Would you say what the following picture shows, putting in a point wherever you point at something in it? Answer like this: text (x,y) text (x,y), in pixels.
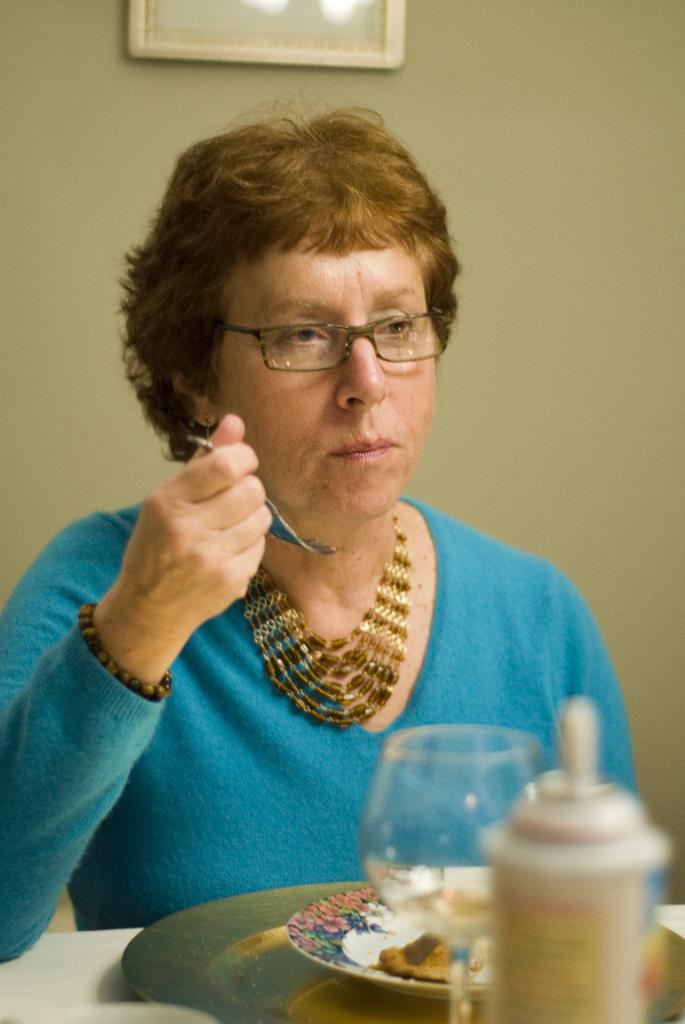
In this image there is a table (100,963), on that table (103,973) there are plates (352,982) and glass (487,824), bottles (596,912), behind the table (115,966) there is a lady (105,860) sitting on a chair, holding a fork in her hand (201,586), in the background (677,307) there is a wall (531,76) for that wall (499,56) there is a frame (206,14).
